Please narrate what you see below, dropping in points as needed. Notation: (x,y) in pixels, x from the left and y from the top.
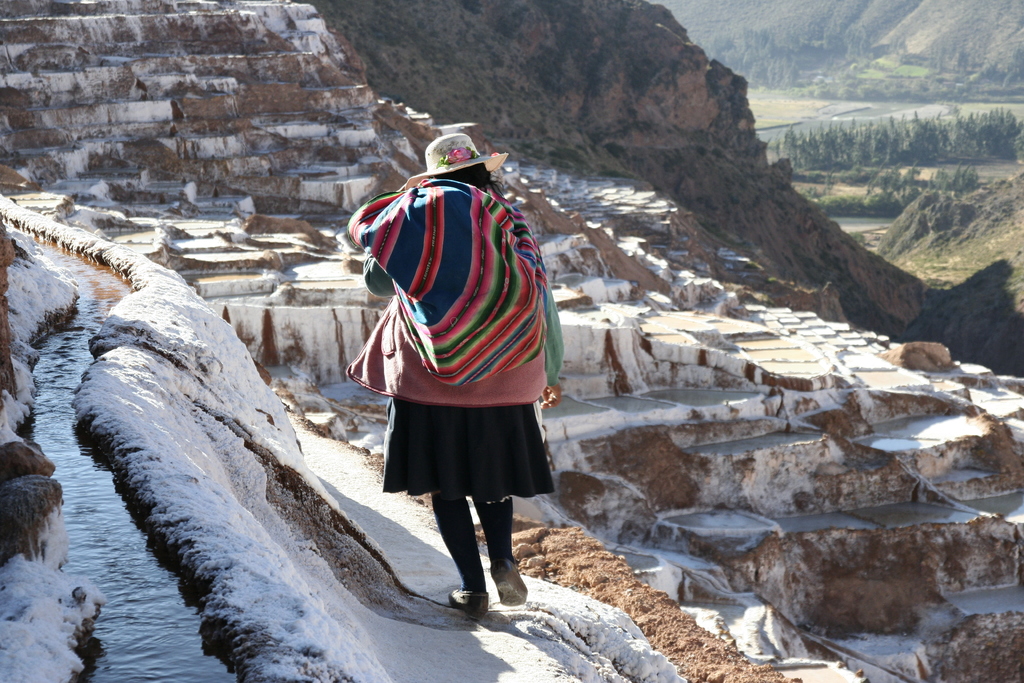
In this image I can see the hill (652,353), on the hill (689,360) I can see a person (554,368) holding a colorful cloth (467,257) and wearing a cap (425,176) visible and I can see bushes (902,123) visible on right side (973,128).
